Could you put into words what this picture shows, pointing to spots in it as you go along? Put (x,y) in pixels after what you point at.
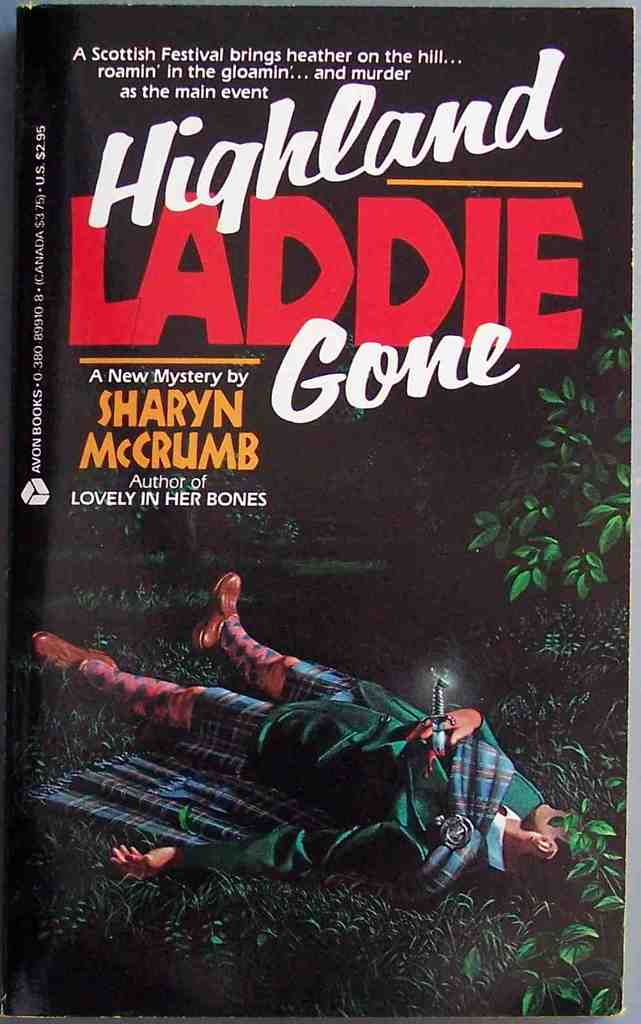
In this image, we can see depiction of a person (268,711) and some text (241,422). There are plants (578,591) on the right side of the image (585,698).
